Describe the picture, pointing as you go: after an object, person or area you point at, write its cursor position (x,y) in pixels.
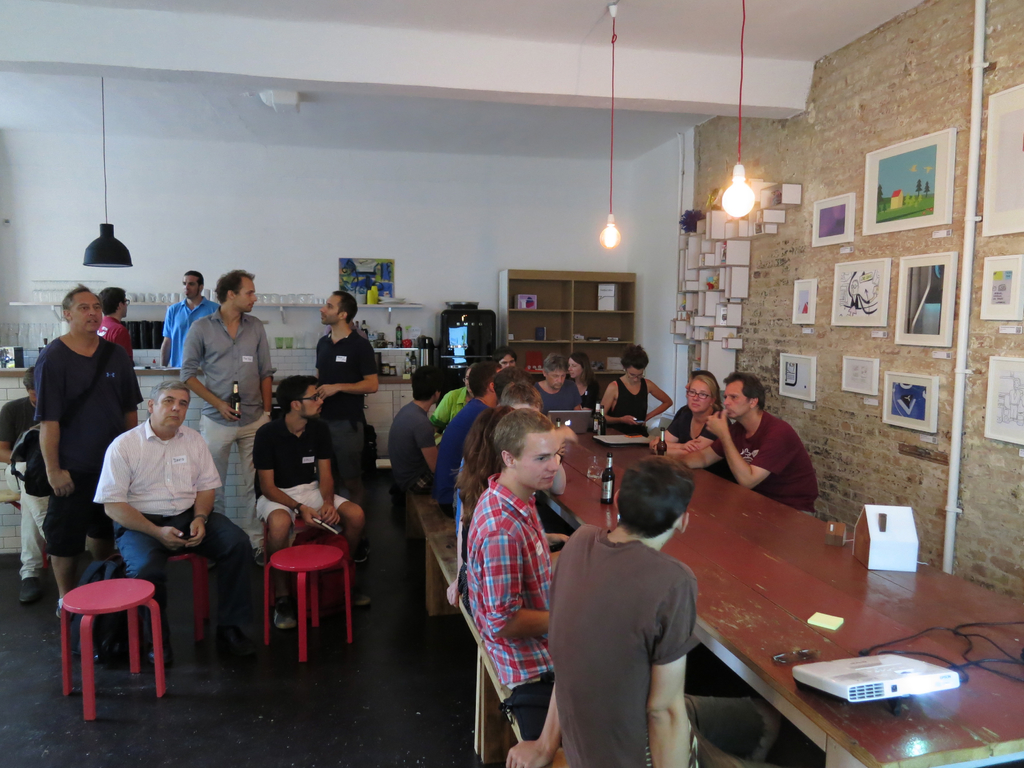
There are group of persons (330,422) in this image sitting and standing. The man (244,387) in the center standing is holding a bottle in his hand (231,405). At the right side (869,389) there are frames (932,292) on the wall (911,355), two bulbs (732,200) hanging. In the background (560,306) there are shelves (577,306) and glasses (283,300). At the left side (110,260) there is a black colour lamp (102,250) hanging.
